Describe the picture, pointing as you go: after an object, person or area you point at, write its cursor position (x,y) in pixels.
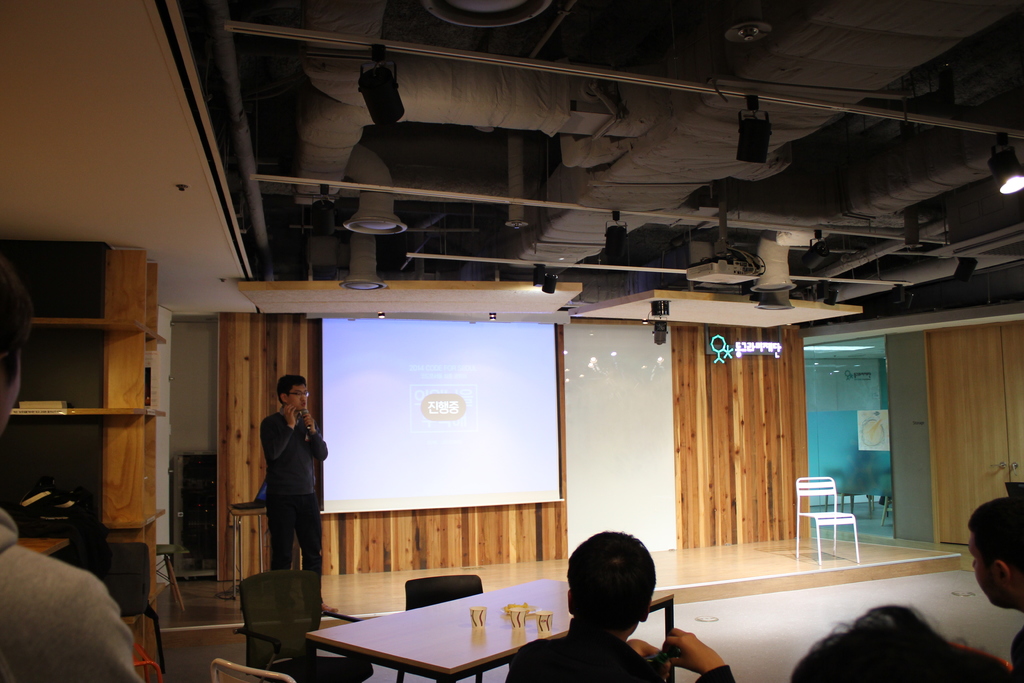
Here in this picture, in the middle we can see a person (295,432) standing on the floor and speaking something and behind him on the wall (689,424) we can see a projector screen (482,359) with something projected on it and in front of him we can see number of tables (332,637) and chairs (305,647) present and some people (914,643) are sitting on it and listening him and on the right side (815,507) we can see a chair (806,495) present and at the top (626,224) we can see lights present and we can also see a projector (710,273) present and on the left side (51,513) we can see some things (54,404) present in the racks (64,445).
